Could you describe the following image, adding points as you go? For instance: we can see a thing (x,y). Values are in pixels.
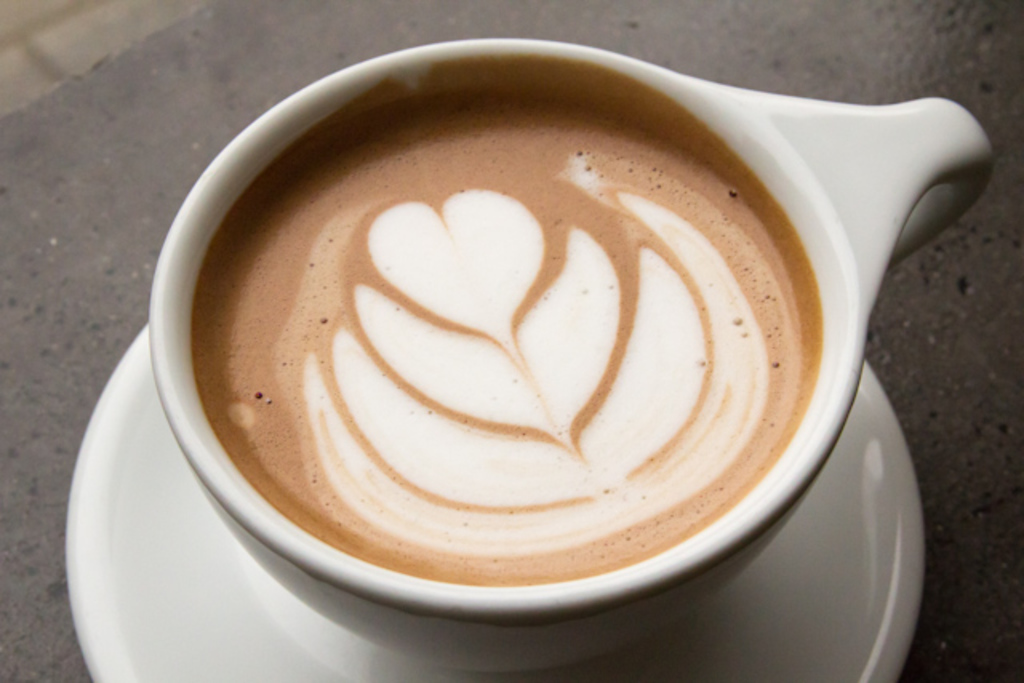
In this image we can see a cup (180,338) with coffee (584,545) and an art (393,236) made with foam (505,385) on the top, here we can see the saucer (884,546) which are placed on the surface (132,301).
